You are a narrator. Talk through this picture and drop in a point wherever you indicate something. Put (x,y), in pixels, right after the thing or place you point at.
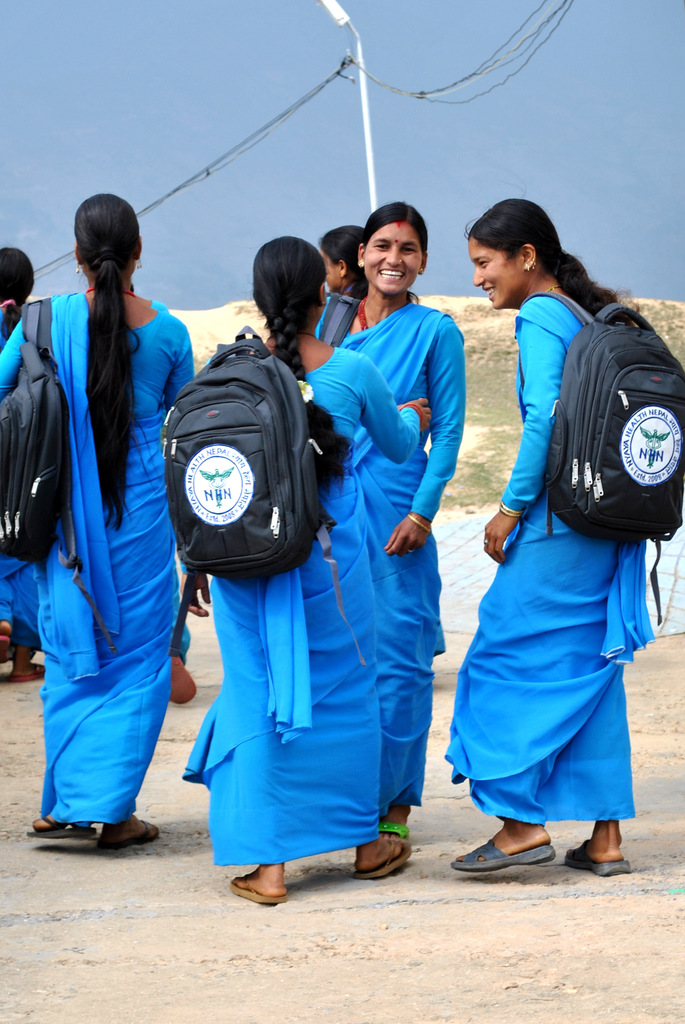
This is completely an outdoor picture. Here we can see a group of women (528,573) in blue saree (348,560) wearing backpacks (576,473) and smiling at each other and few women (100,372) are walking. This is a street light (371,187). At the top (382,69) we can see a clear blue sky (258,79).
